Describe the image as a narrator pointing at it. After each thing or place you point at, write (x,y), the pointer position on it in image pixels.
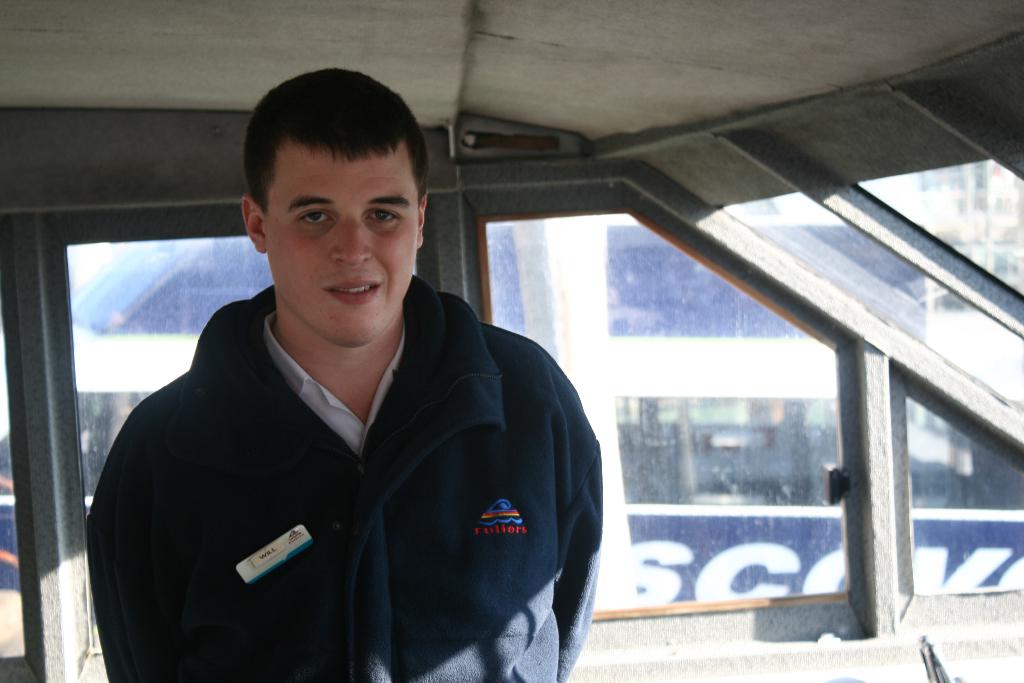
This image consists of man (158,538), he is standing in the middle (355,381). He is smiling. He is wearing a black coat (159,509).
